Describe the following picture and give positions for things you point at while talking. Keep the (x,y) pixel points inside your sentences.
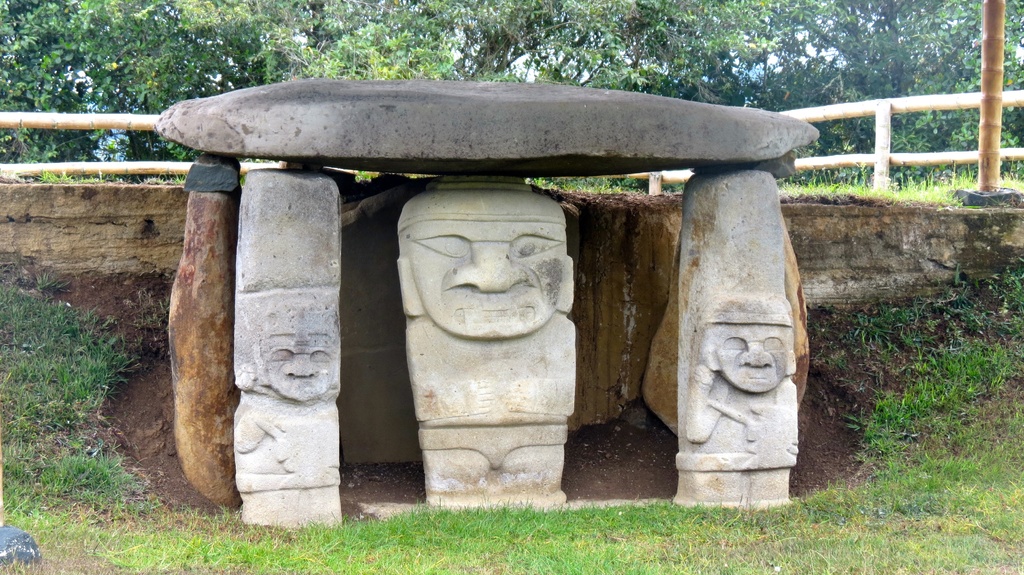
In this picture we can see few carving stones (494,228) and grass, in the background (292,44) we can find few trees (661,70) and wooden fence (830,167).
